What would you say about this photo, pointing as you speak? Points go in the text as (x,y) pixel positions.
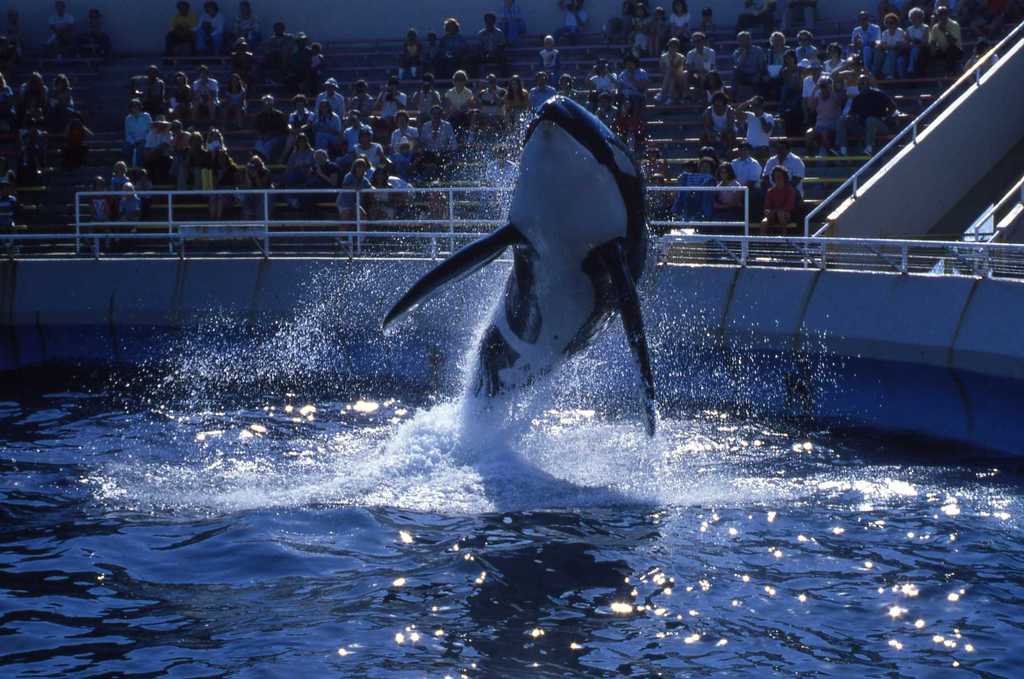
In this image we can see that there is a dolphin (508,380) coming out from the water (424,473). In the background (392,148) there are so many people (490,87) sitting in the stands (788,127) and watching it. There is a fence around the water (198,599). At the bottom (302,594) there is water (221,588).
